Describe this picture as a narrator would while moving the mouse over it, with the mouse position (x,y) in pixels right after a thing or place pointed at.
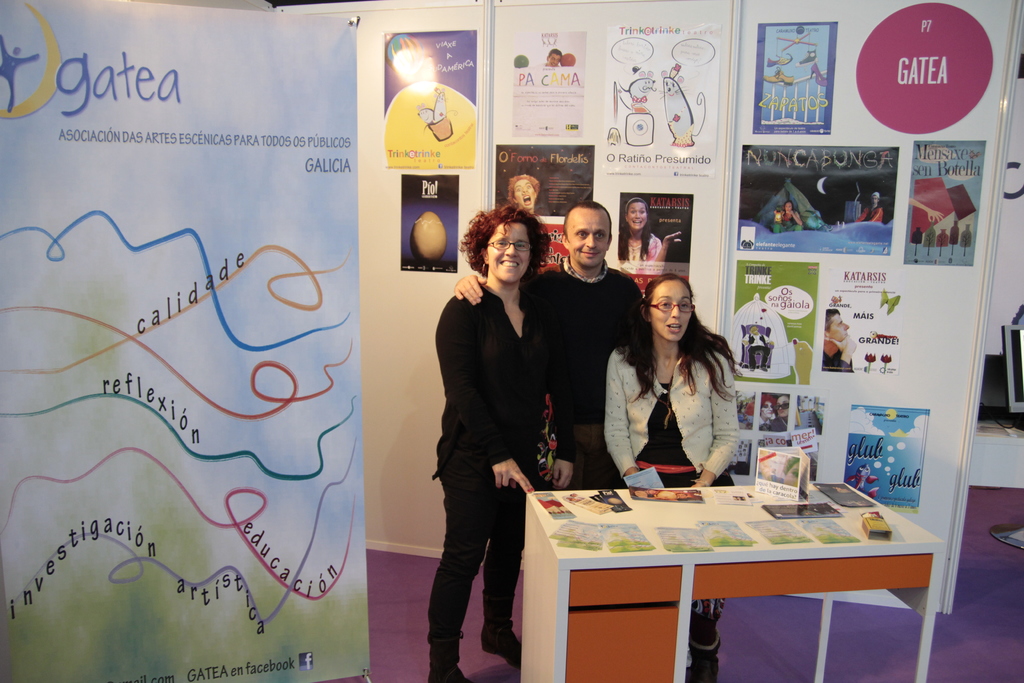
In this image on the right side (996,388), I can see a computer (1005,399). I can see some objects (785,488) on the table (656,506). I can see three people (587,382). In the background (673,200), I can see the posters (612,114) on the wall (841,6).
